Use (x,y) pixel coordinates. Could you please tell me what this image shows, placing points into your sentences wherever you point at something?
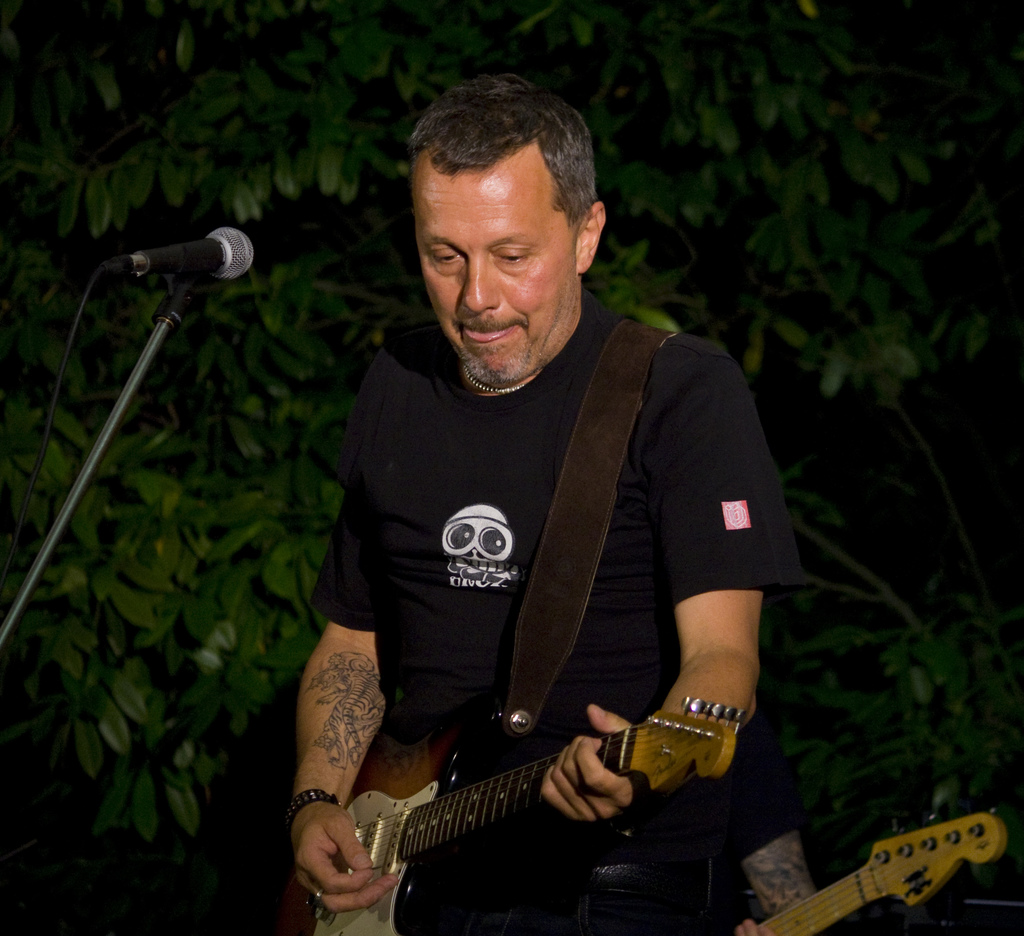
This person (444,261) standing and playing guitar (615,748). Behind this person (671,831) there is a person (751,844) holding guitar (838,890) and we can see trees (366,40). There is a microphone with stand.
